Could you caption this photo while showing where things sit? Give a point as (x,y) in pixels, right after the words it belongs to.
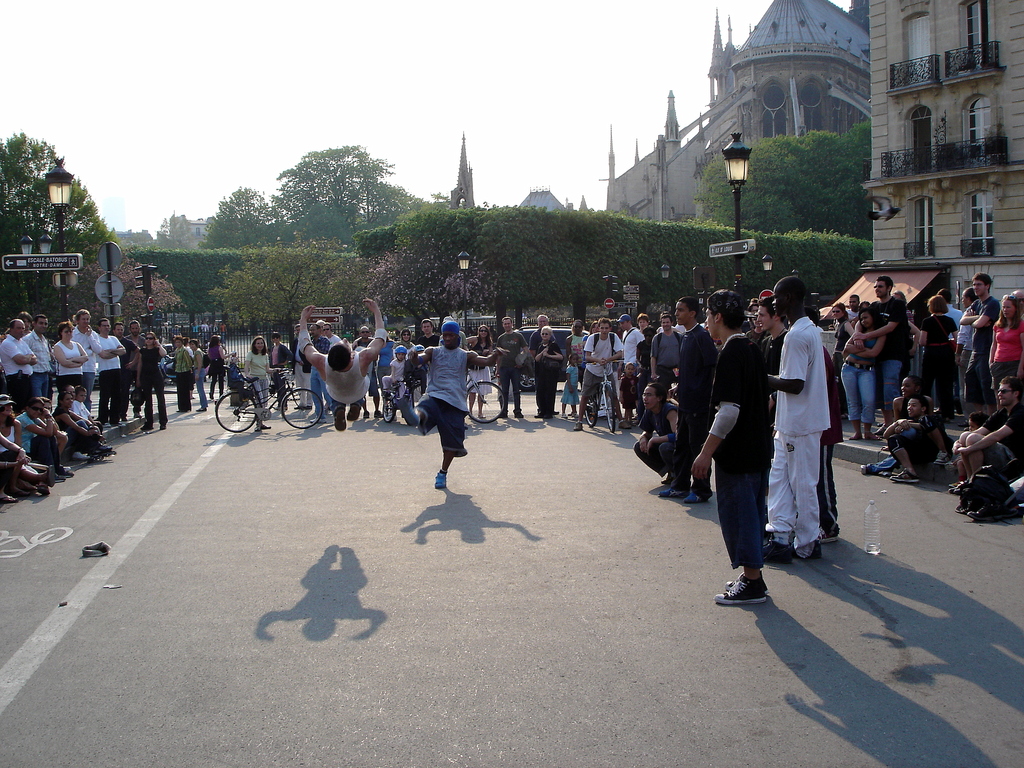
In this picture there is a person (352,359) in air and there is another person (449,392) raised one of his leg (425,410) beside him and there are few people (600,358) around them and there are few buildings (609,196) and trees (310,177) in the background (552,197).
